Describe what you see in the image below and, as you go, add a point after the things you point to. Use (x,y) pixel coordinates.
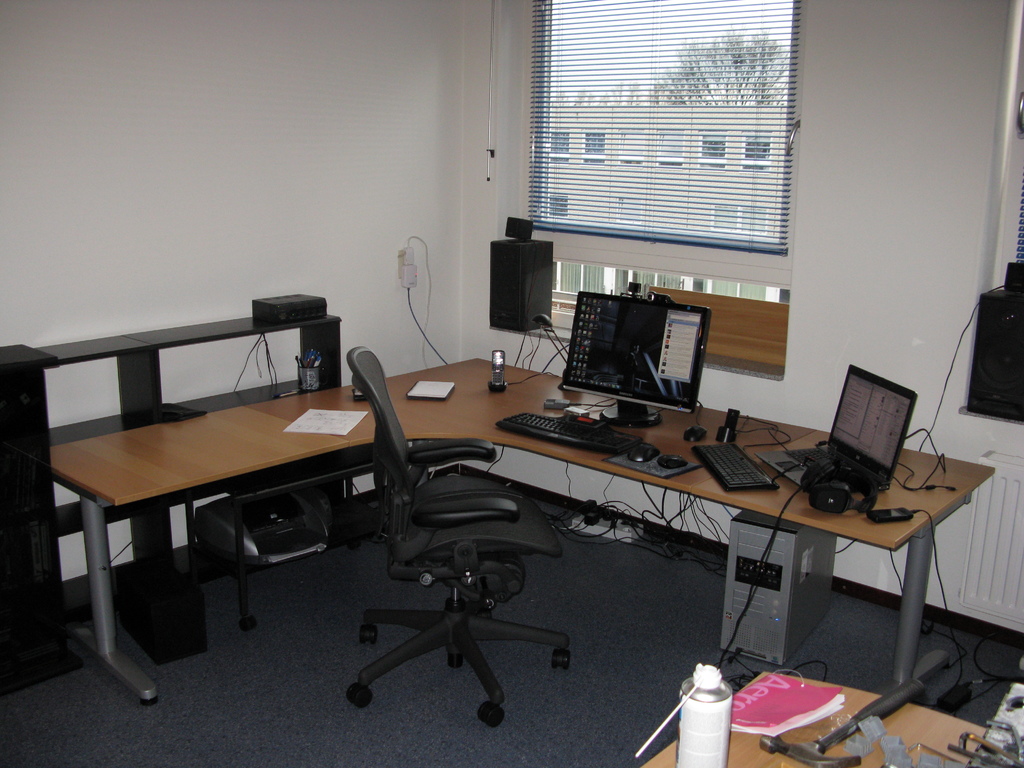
There is a monitor (647,363), keyboard (722,452), mouse (678,456), laptop (845,419), headset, mobile (883,518), book (438,386), paper (318,422), and other items (494,379) on the table (453,407). In front of the table (480,424), there is a chair (459,631) on the floor (474,704) which is covered with a carpet (680,615). In the background (730,104), there is a window (711,119), wall (377,61), a tree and building (723,167). Speaker (532,246) is on the wall (890,370) of the window (726,264). On the right hand side (912,688), there are books (790,699), tin (729,712) and some other items (876,725) on a table (941,721). On the left hand side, there is a device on the floor (26,703).
